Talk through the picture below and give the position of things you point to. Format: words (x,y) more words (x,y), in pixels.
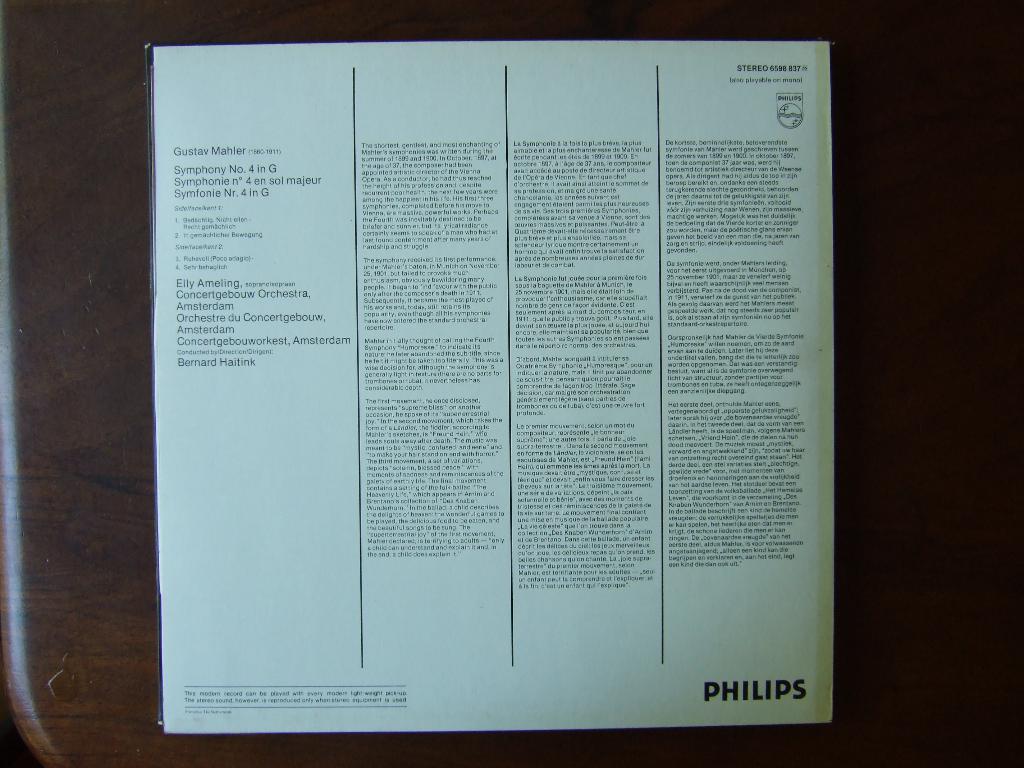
In this picture there is a white color magazine paper (286,319) placed on the wooden table top (22,535).
